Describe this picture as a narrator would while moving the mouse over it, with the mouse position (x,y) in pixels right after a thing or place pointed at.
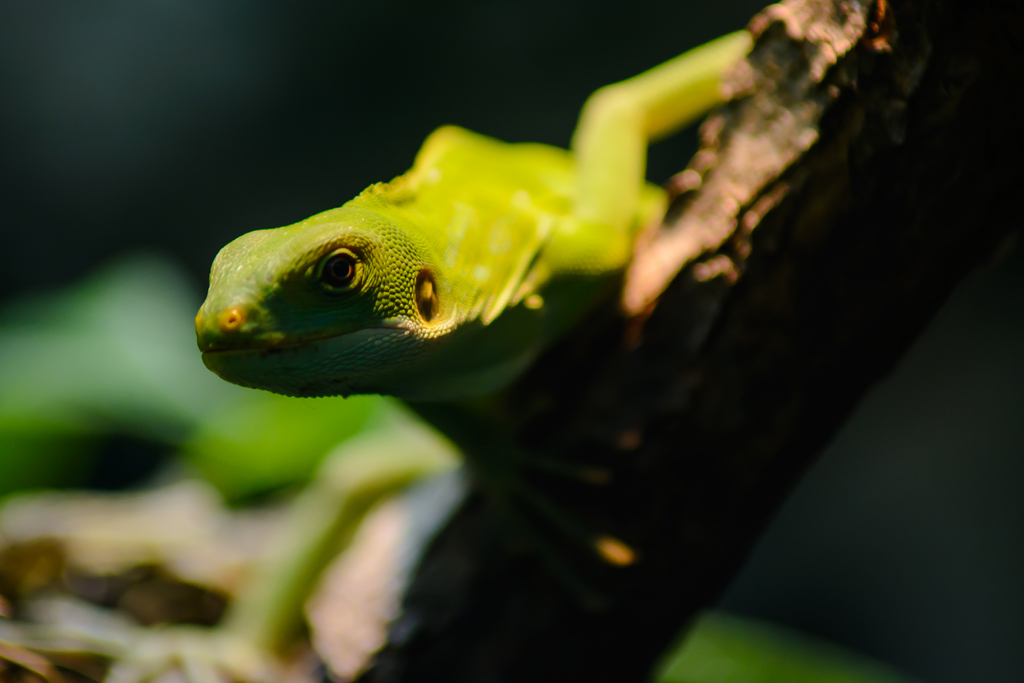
In this picture, we see a reptile (496,247) which looks like a chameleon (437,338) is on the stem (653,255) of the tree (488,496). It is green in color. In the background (198,415), it is in green and black color. This picture is blurred in the background (774,601).
